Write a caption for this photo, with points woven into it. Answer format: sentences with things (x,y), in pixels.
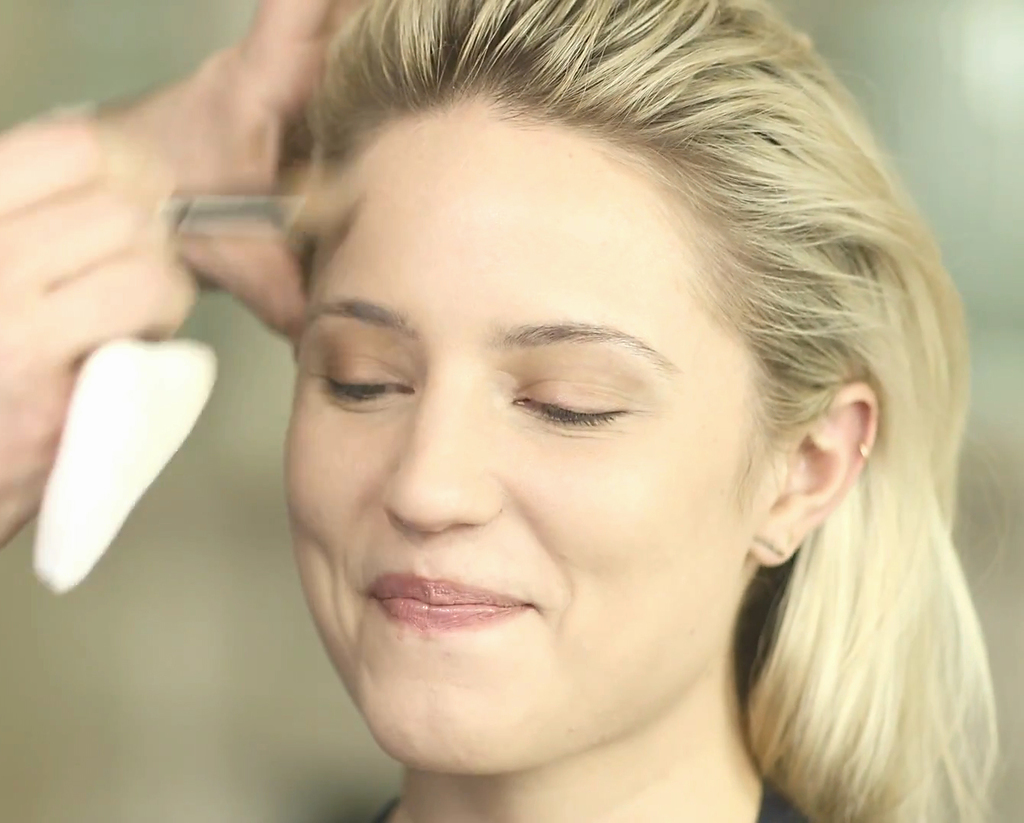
In this image we can see a woman (551,706) is smiling. Here we can see a person's hand (184,273) holding something which is blurred. The background of the image (946,25) is blurred and plain.
